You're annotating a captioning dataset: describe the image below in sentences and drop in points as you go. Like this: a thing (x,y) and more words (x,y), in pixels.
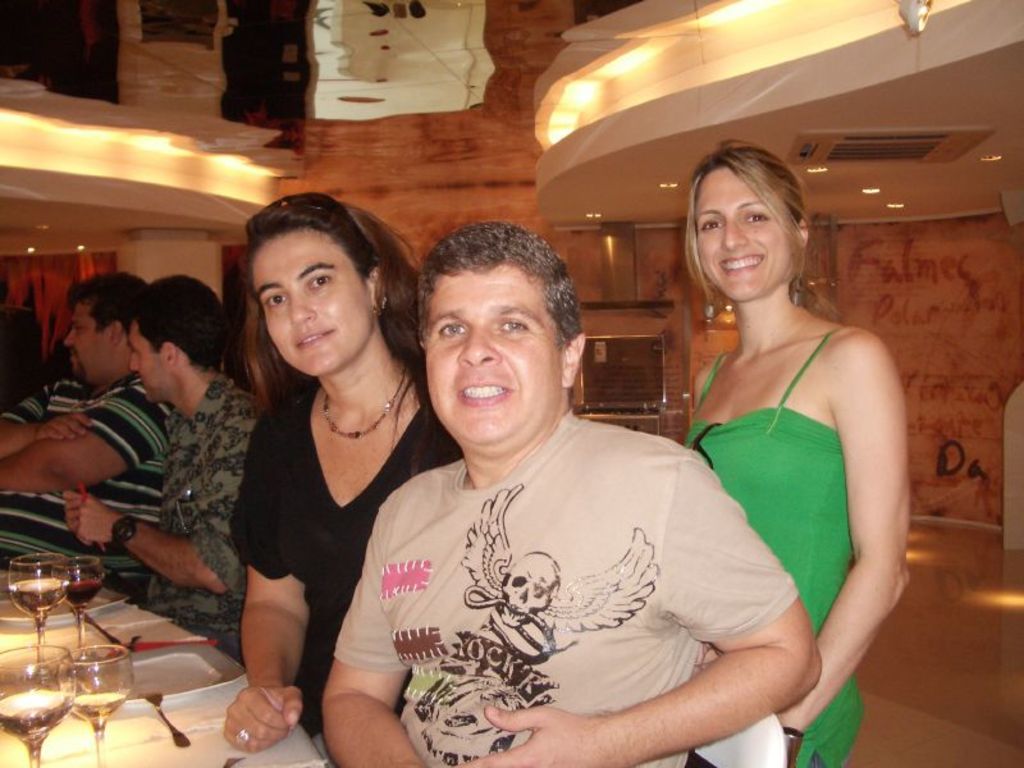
In this picture we can see a man (683,525) and two women (796,473) smiling in the front (631,543), on the left side (125,419) there are two men (142,413), we can see a table (158,737) at the left bottom (186,680), there are plates (144,662) and glasses (88,604) drinks (29,586) present on the table (122,602), we can see lights (99,136) at the top of the picture (745,25), in the background (893,346) there is a wall (924,361), we can also see a fork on the table (154,753).
